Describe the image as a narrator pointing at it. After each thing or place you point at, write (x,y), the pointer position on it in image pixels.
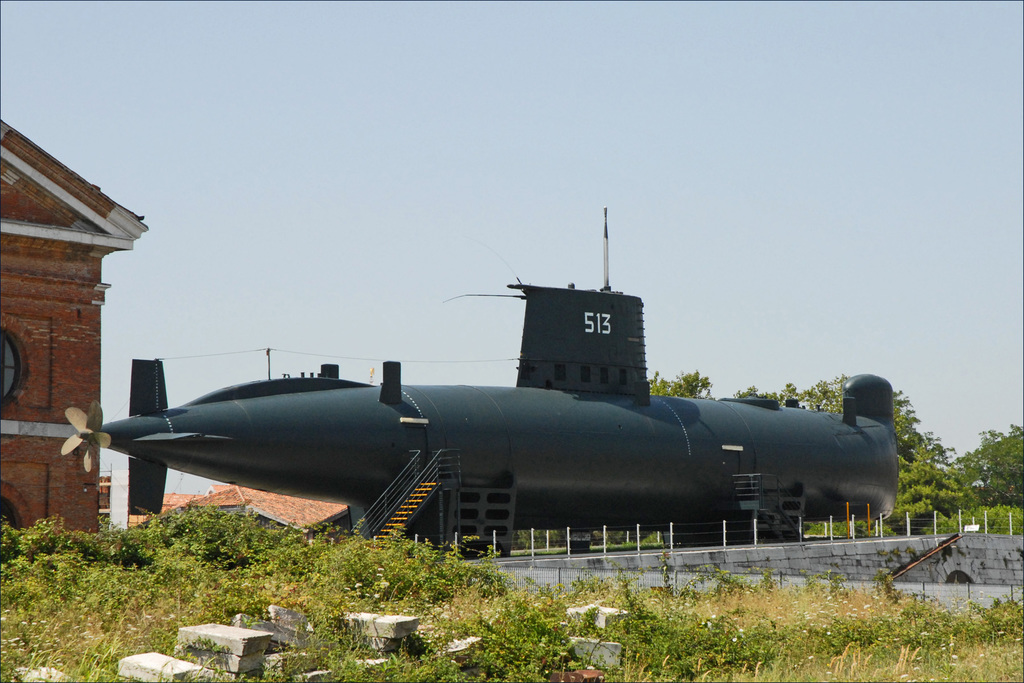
In the picture I can see a submarine (580,489). I can also see a building (30,384), trees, plants (428,644), rocks (469,640), fence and some other objects (888,554). In the background (362,230) I can see the sky (430,225).
